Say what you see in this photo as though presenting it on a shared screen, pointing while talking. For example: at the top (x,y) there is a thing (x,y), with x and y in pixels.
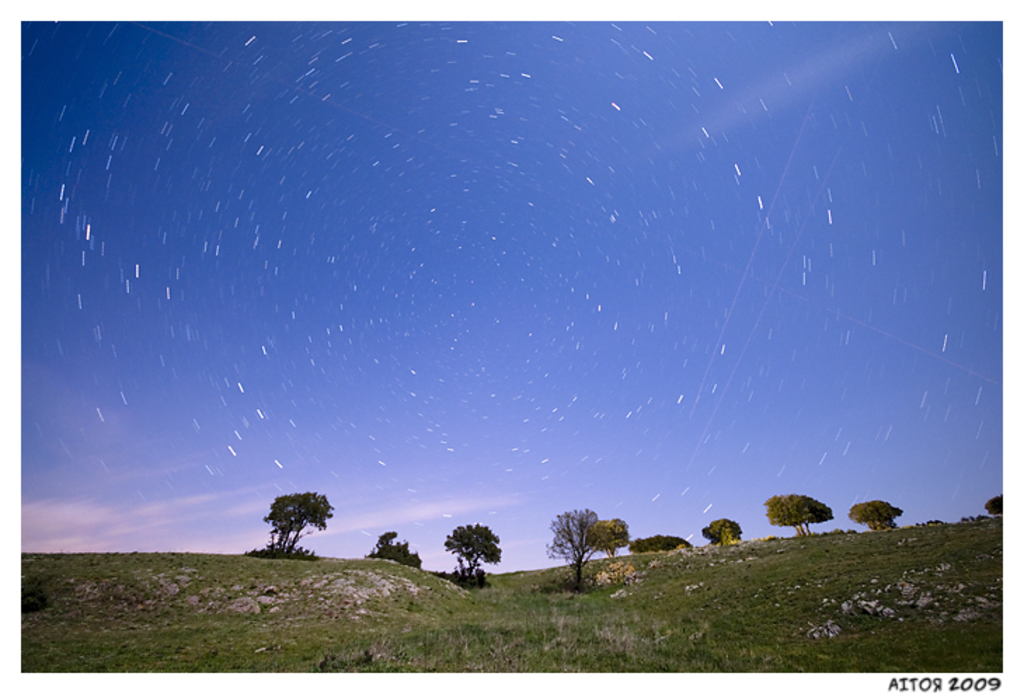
In the center of the image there are trees (667,540). At the bottom (605,621) there is grass (649,657). In the background (588,241) there is sky (415,312).
